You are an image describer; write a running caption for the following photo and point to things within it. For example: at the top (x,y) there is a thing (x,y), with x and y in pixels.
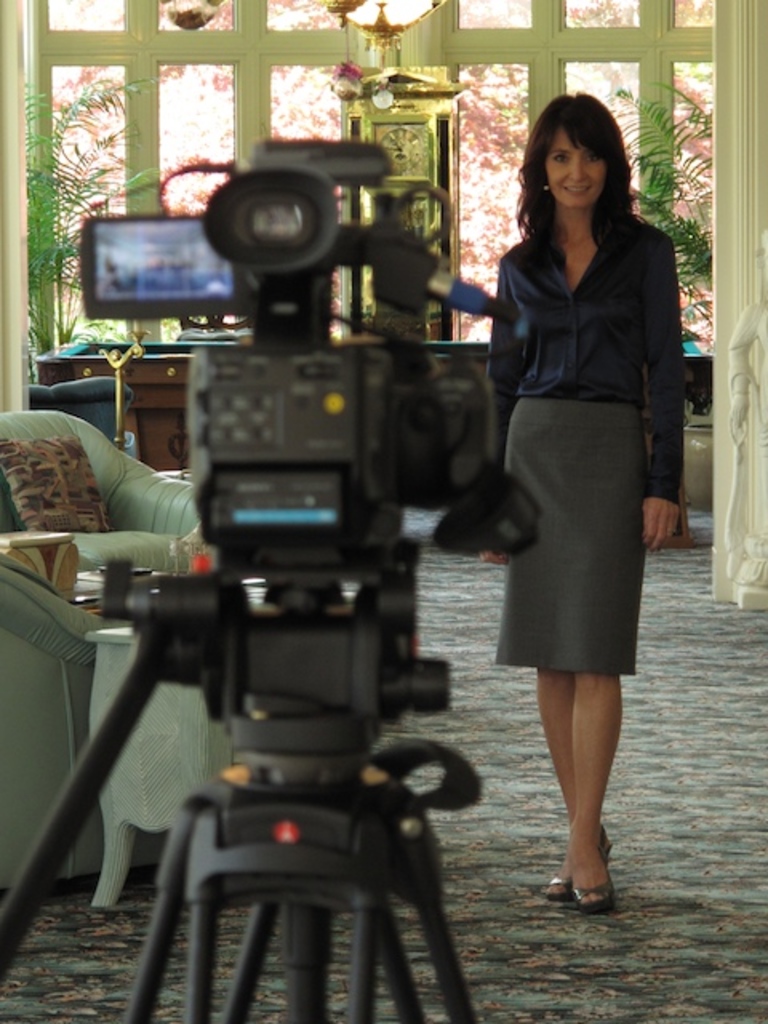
This image is taken indoors. At the bottom of the image (592,941) there is a floor (645,780). in the background (357,45) there is a wall (440,64) and there are a few stained glasses (195,109). There are two plants (58,237) in the pots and there is an antique piece (426,137). There is a couch (63,396) and there are a few objects (186,408) on the floor (589,958). On the left side of the image (15,633) there is a couch (9,643) and there are a few things (82,578) on the table (122,855). In the middle of the image (280,361) there is a camera (311,541) on the stand (303,836). On the right side of the image (595,216) a woman (611,361) is standing on the floor (556,805) and she is with a smiling face (581,199).
